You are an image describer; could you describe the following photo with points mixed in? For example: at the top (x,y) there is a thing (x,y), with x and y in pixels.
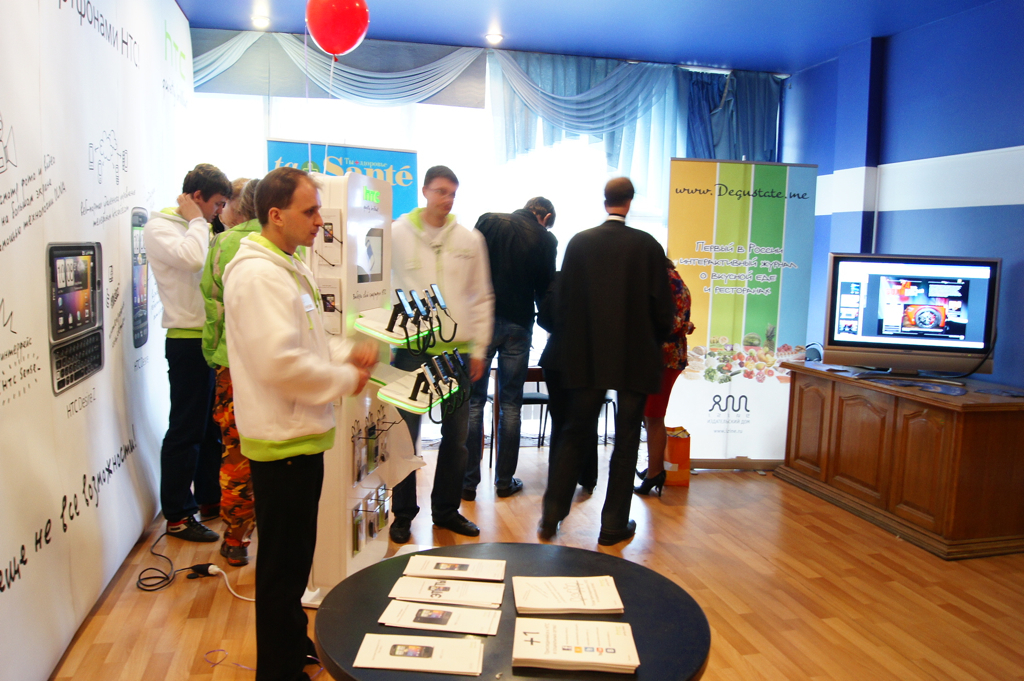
In this image we can see persons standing on the floor (735,518). In additional to this we can see television set (905,357) placed on the table (906,402), advertisements (689,163), balloon (329,35), curtains (493,60), walls (896,233), books (405,592) and mobile phones (417,295) placed on the stands (395,374).
